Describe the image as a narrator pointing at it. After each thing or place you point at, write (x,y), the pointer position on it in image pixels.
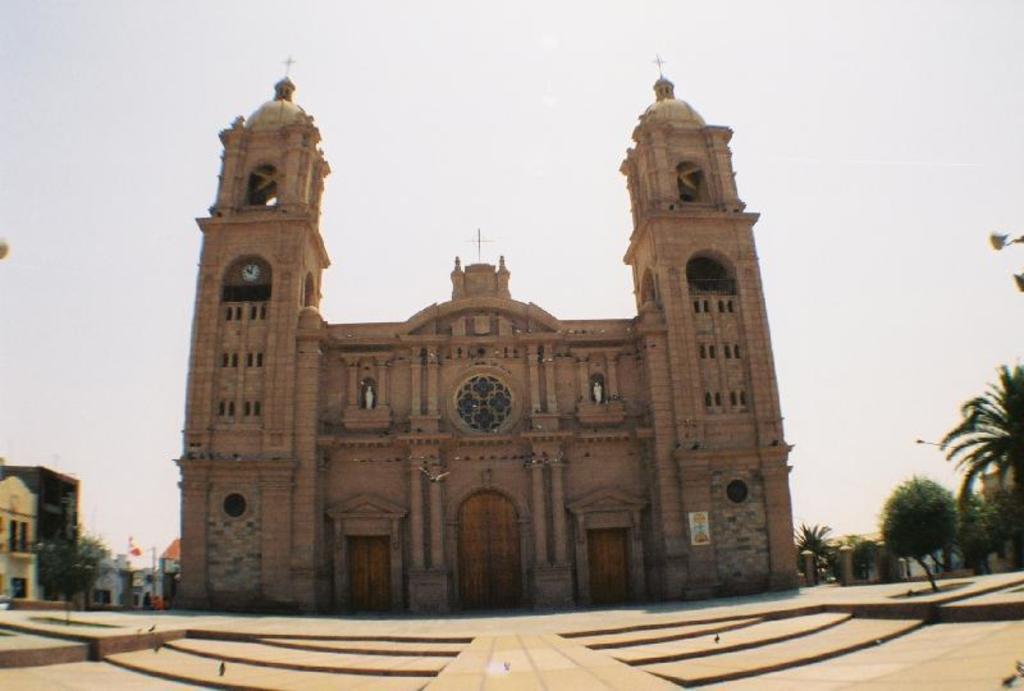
In this image there is a pavement (453,676), in the background (565,541) there is a monument (349,498), buildings (164,564), trees (1020,570) and the sky (901,111).
